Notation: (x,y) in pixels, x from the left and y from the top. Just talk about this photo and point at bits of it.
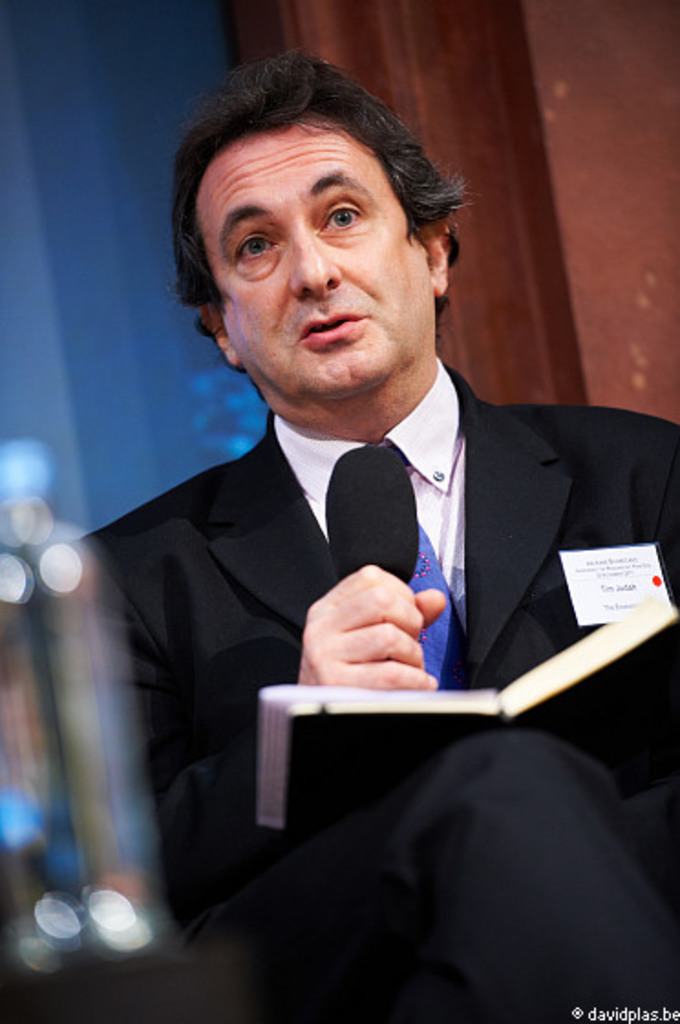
In this picture we can observe a person (515,631) holding a mic (360,542) and a book (446,717). He is wearing black color coat (269,560). We can observe a water bottle (45,753) on the left side (67,801). In the background (60,362) we can observe blue color curtain (94,292).
